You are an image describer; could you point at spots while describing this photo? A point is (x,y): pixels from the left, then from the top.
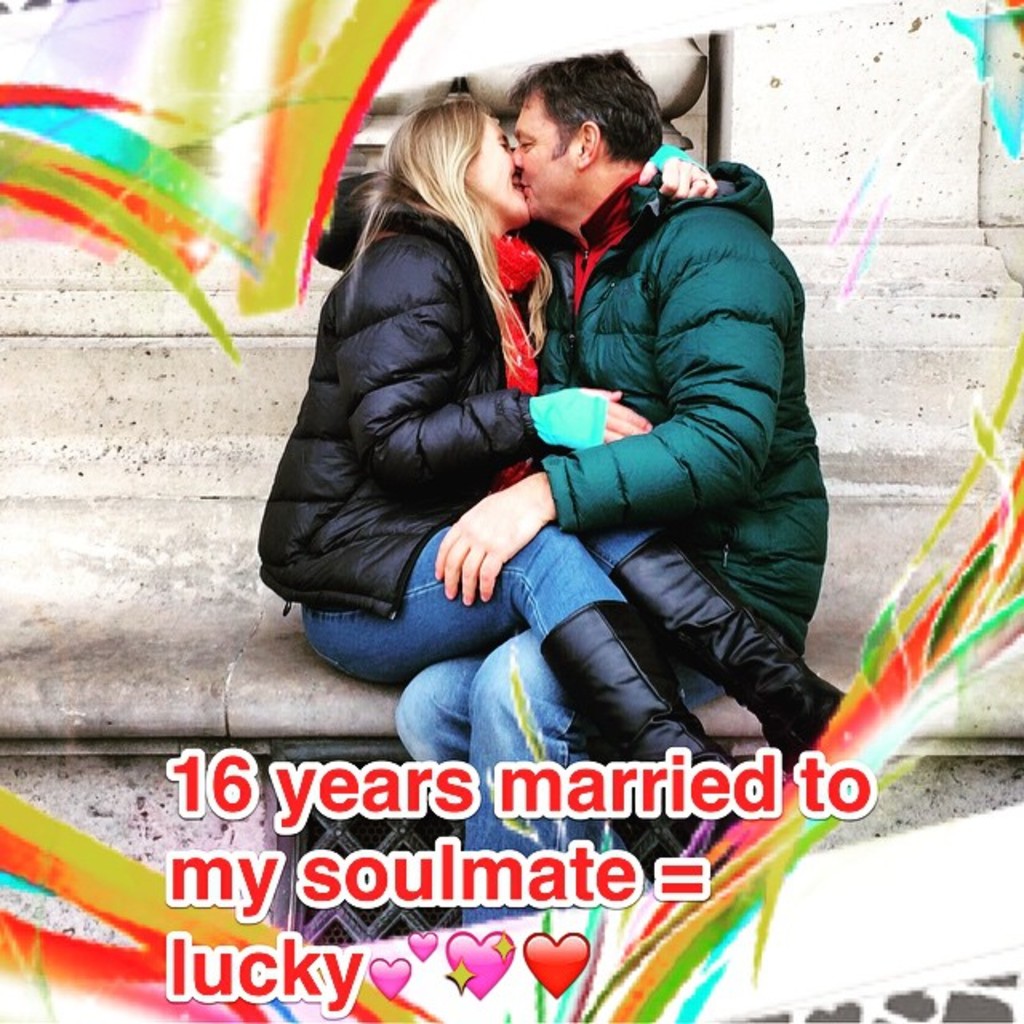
A woman (470,326) and man (625,322) are kissing each-other. These two people (449,286) wore jackets (449,400). Something written on this picture.
